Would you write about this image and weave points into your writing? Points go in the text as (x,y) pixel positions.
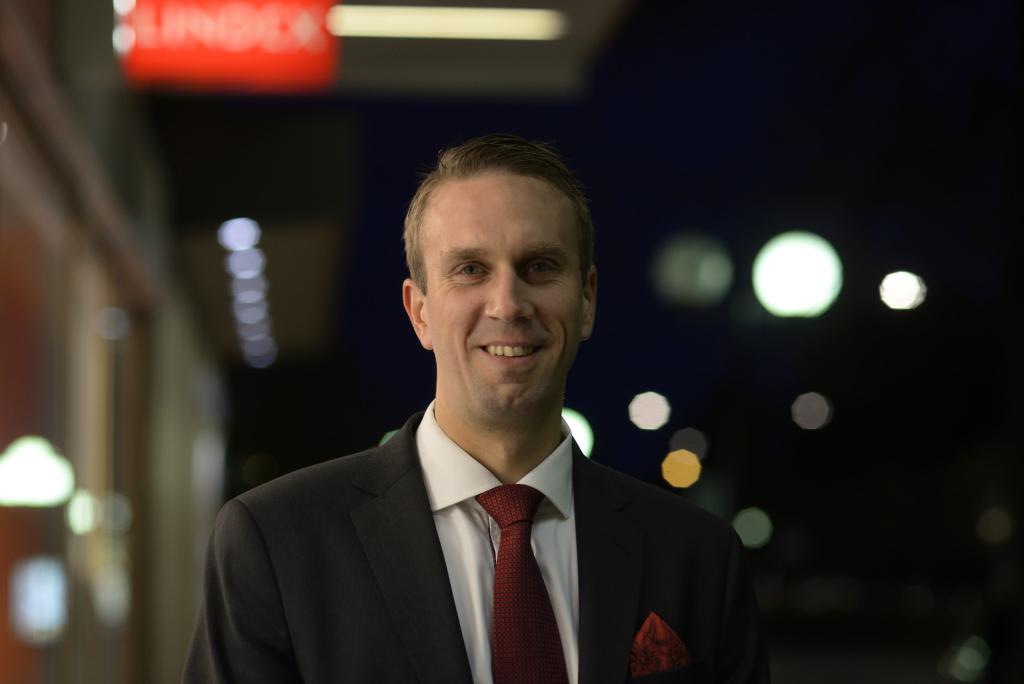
In the image we can see a man (344,570) wearing a blazer (379,587), shirt (472,575), tie (540,633) and he is smiling. Here we can see the lights (782,283) and the background (630,394) is blurred.
